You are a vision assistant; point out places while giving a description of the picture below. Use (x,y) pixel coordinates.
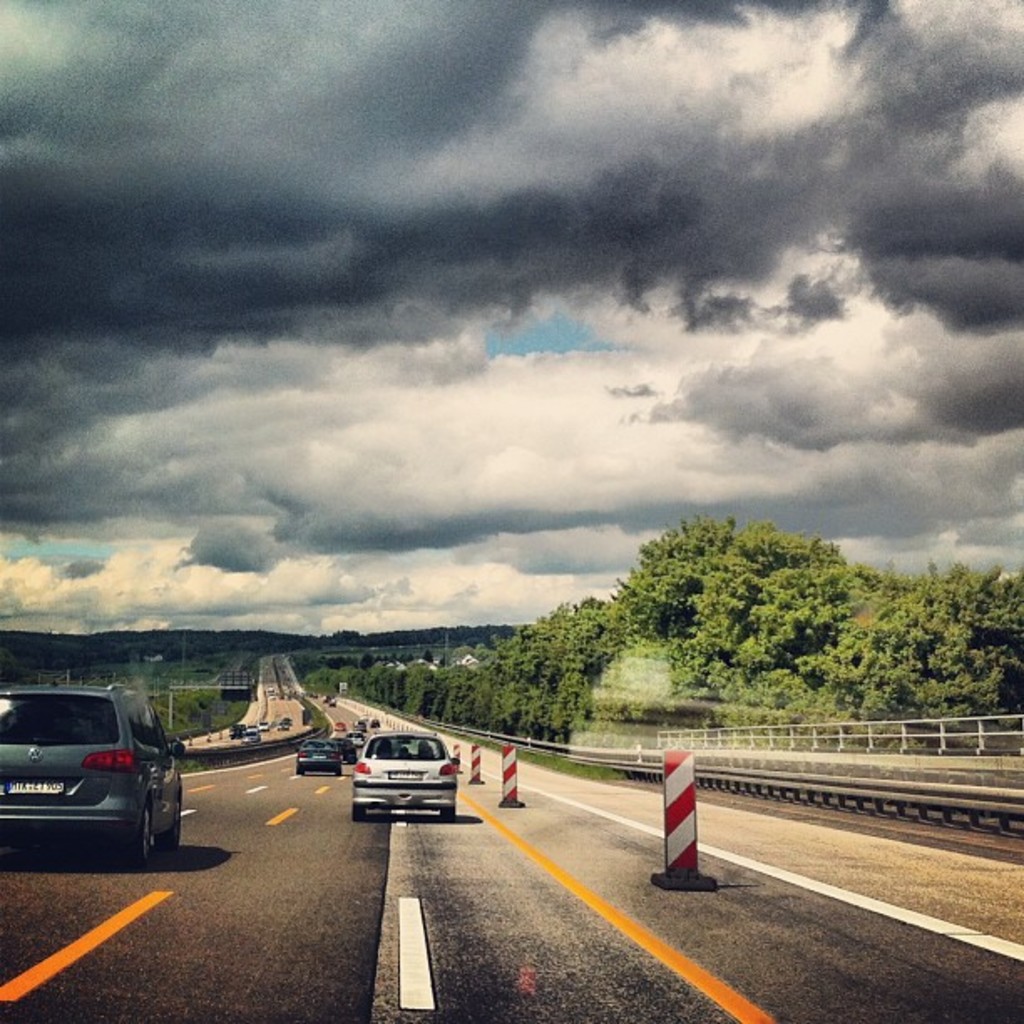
At the bottom (340,810), we see the road (659,809). In the middle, we see the cars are moving on the road (581,784). Beside that, we see the traffic stoppers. On the left side (172,740), we see a car (148,729) and a sign board (224,687). On the right side (799,786), we see the railing (1022,755) and the trees (750,709). There are trees (581,665) and the hills (97,646) in the background (405,633). At the top (444,278), we see the clouds (407,362) and the sky (299,493).
